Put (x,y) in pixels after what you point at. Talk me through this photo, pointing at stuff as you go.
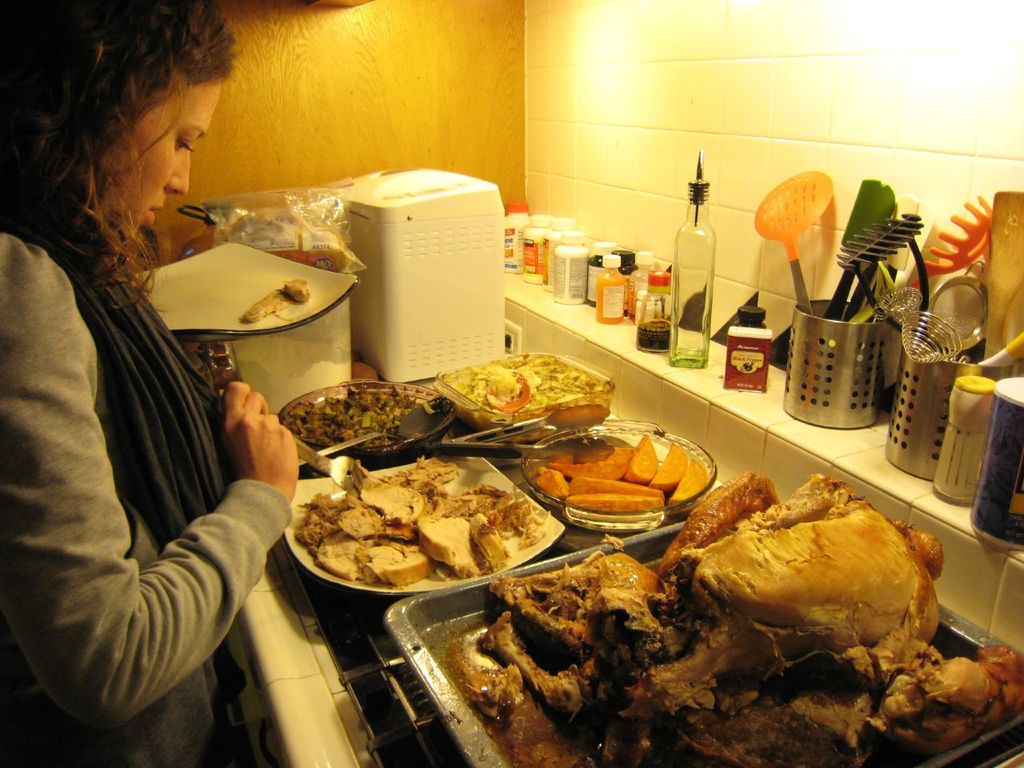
In this image I can see a woman (276,447) standing, holding a fork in her hand (276,447), I can see a platform (274,568) in front of her with different food items (719,516) on the plates (556,522). I can see some containers (648,298), bottles (692,329), organizers (828,413) with spoons (938,262) on the platform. I can see an electronic device (494,232), a plate (227,312), and other objects (316,235) in front of her.
